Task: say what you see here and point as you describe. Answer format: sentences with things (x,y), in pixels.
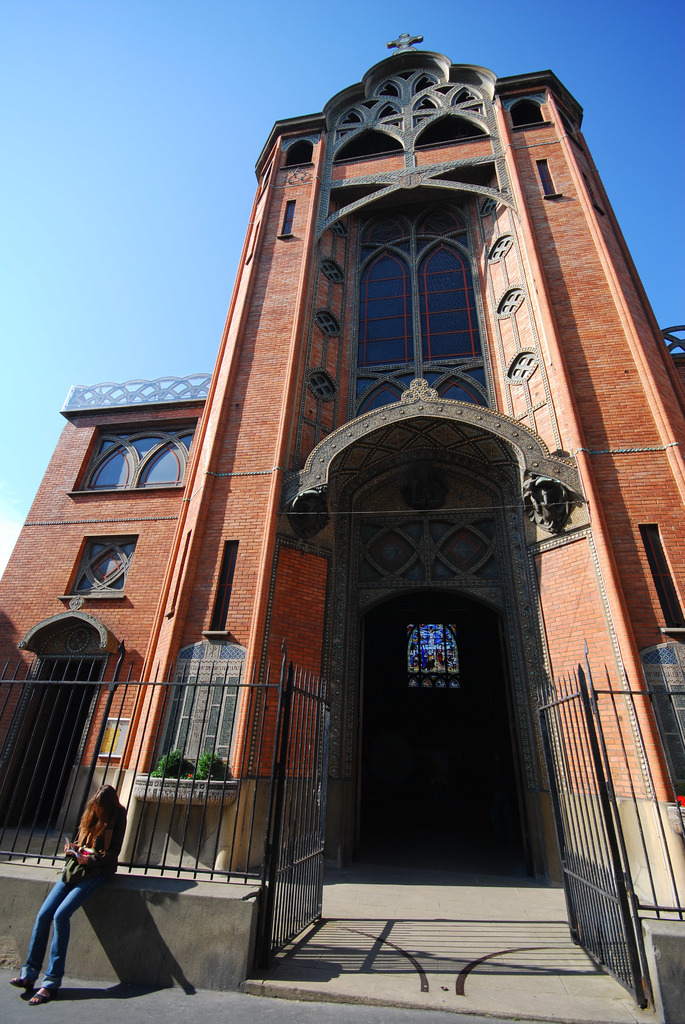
This image is of an entrance view of a Church building (409,558), in front of the Church building (406,767) there is a woman (81,890) sitting on the concrete platform (122,889).
